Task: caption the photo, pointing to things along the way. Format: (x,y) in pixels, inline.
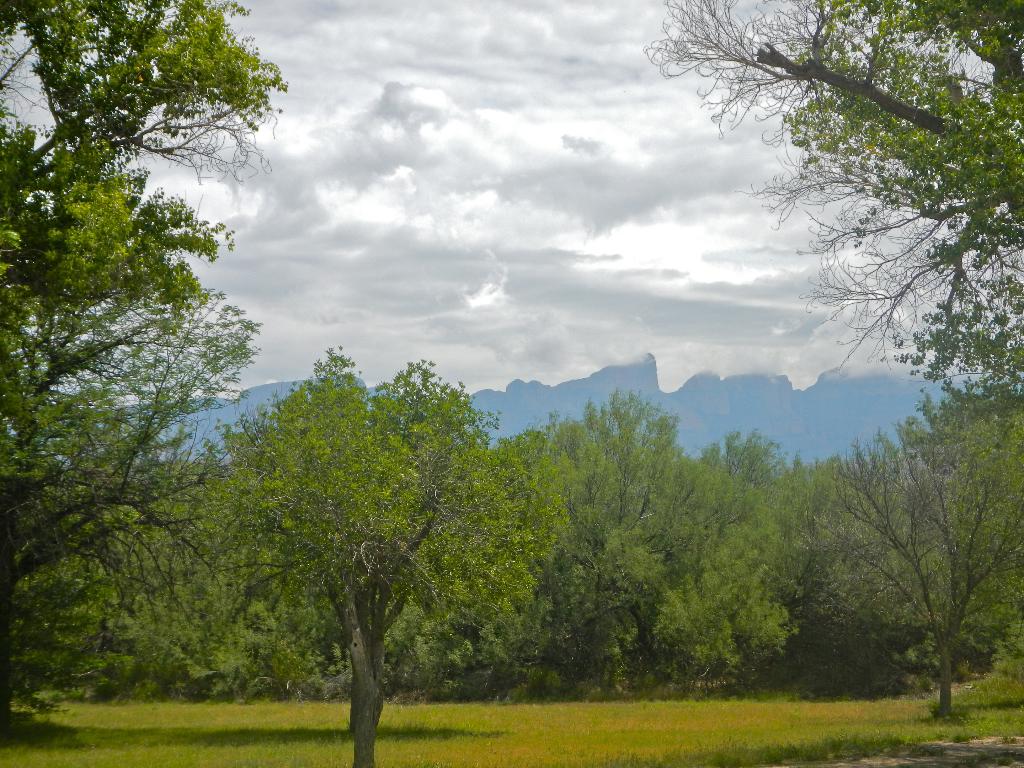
In this image we can see trees (585,597) on the grassy land (529,703). At the top of the image (487,119) clouds (509,280) are there in the sky (316,251).
